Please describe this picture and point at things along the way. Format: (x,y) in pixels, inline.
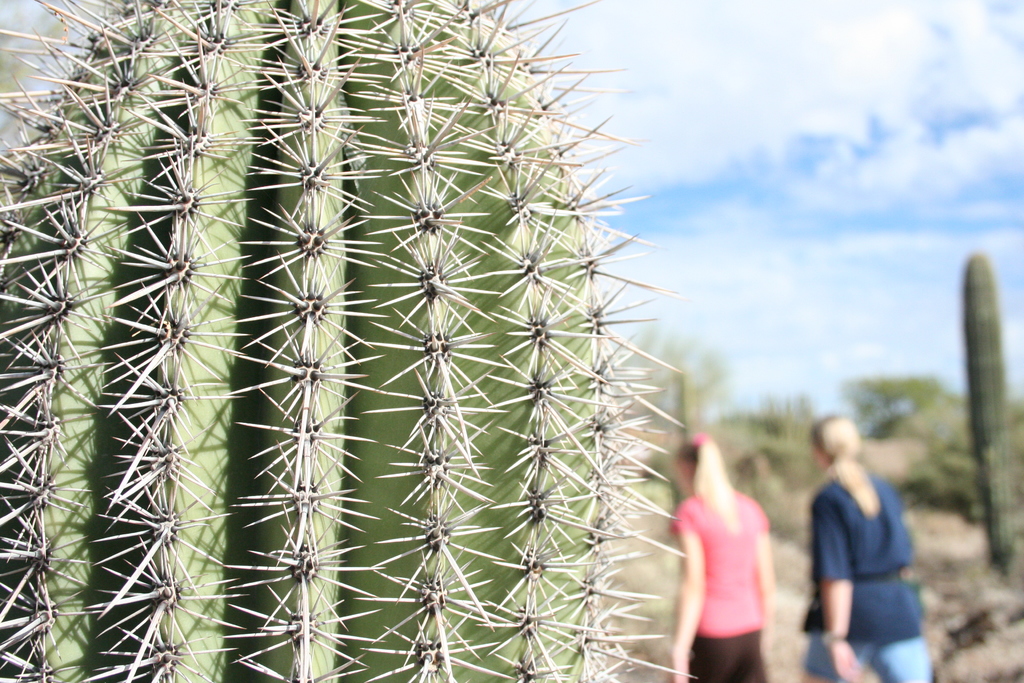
In this image I can see a cactus plant (83,354) which is in green color, background (745,552) I can see two persons (898,612) walking and the person (743,609) at left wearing pink shirt (738,635), black pant (742,658) and the person (816,641) at right (816,641) wearing blue shirt (862,636), blue pant (919,652). Background (851,332) I can see the sky (863,181) in blue and white color.
